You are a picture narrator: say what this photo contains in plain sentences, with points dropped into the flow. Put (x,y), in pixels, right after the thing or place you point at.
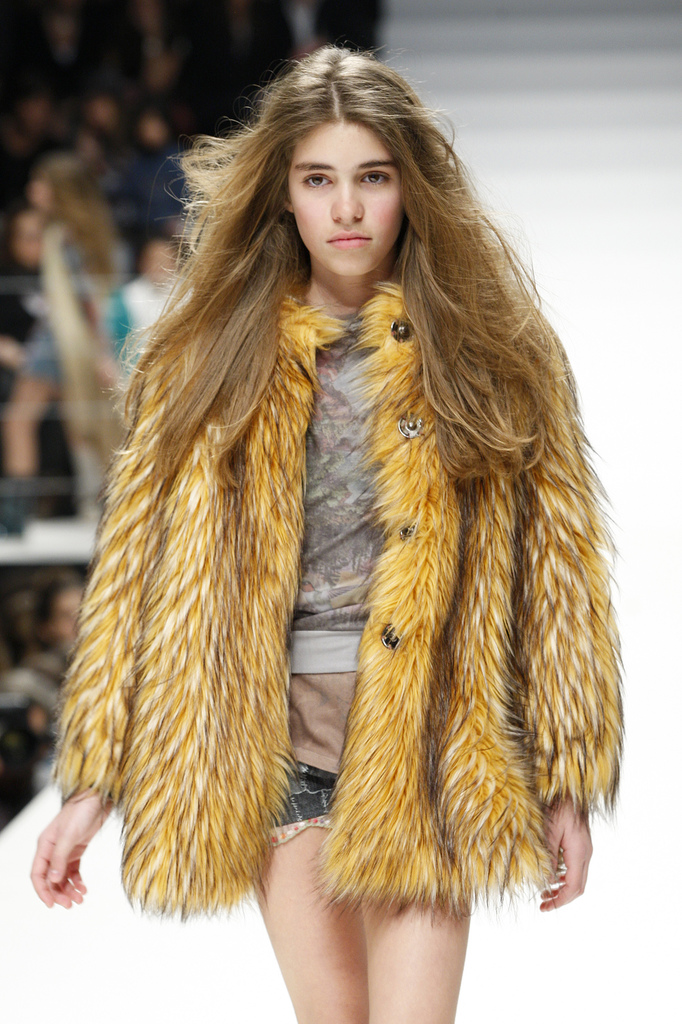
In this image we can see a lady (408,729) wearing fur jacket (386,812). In the background (62,467) there are people (96,312) and it is blurry.
